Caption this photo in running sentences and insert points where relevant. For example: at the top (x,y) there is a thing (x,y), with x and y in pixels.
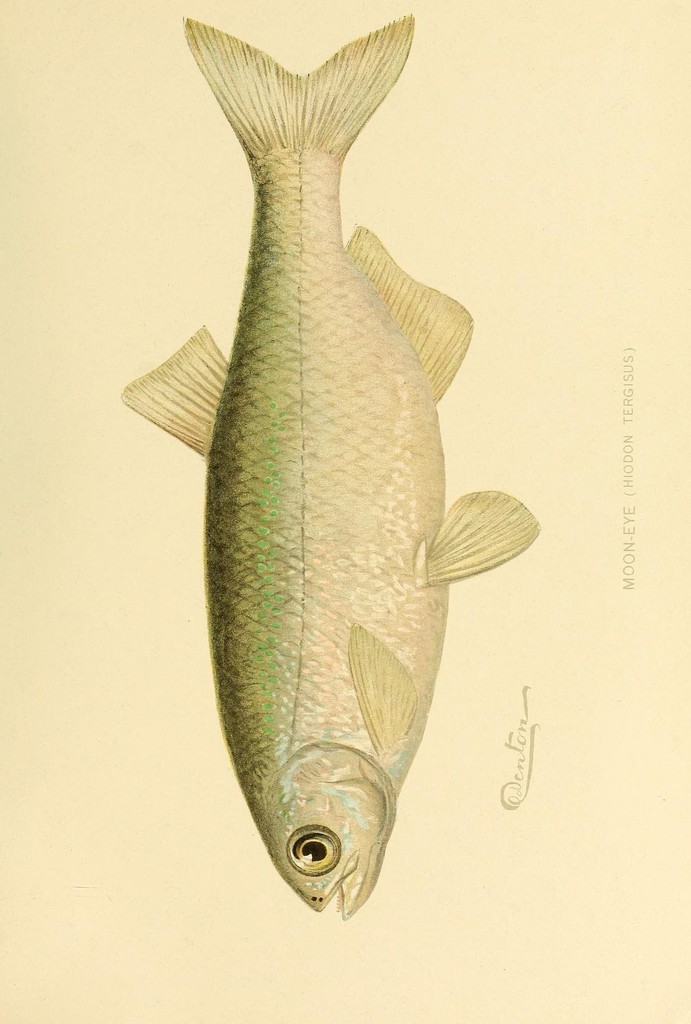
In this picture we can observe a sketch (309,727) of a fish (270,595) on the cream color paper (101,339). The fish (356,560) is in cream and green color. We can observe some words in this picture.
